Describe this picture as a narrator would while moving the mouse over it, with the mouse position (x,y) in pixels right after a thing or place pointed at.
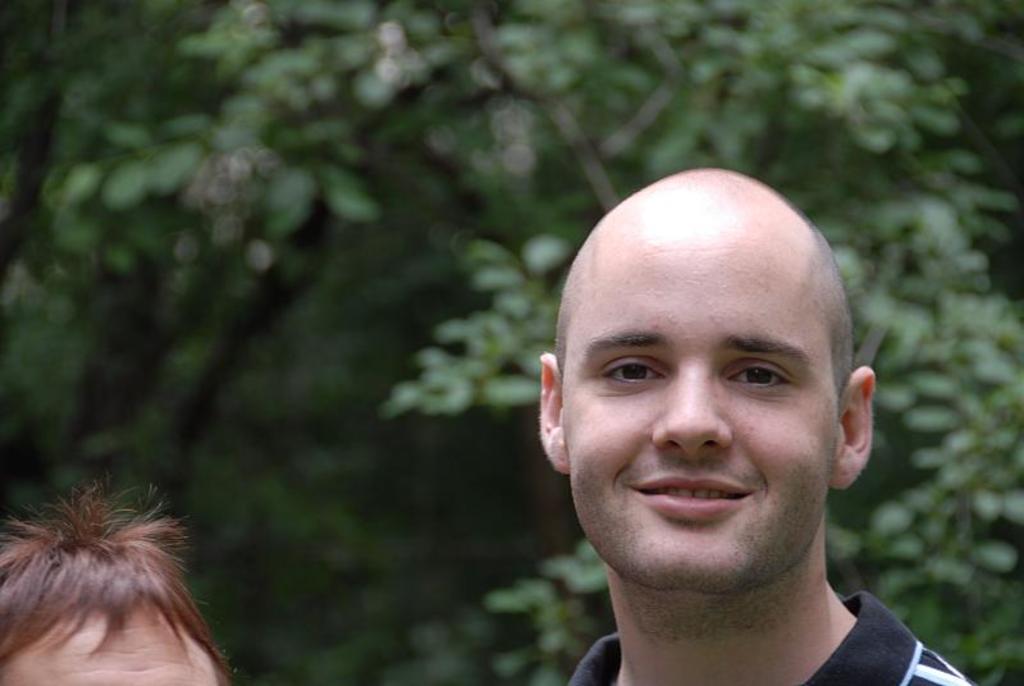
In this picture we can see two people (195,619) and in the background (411,555) we can see trees (469,500) and it is blurry.
